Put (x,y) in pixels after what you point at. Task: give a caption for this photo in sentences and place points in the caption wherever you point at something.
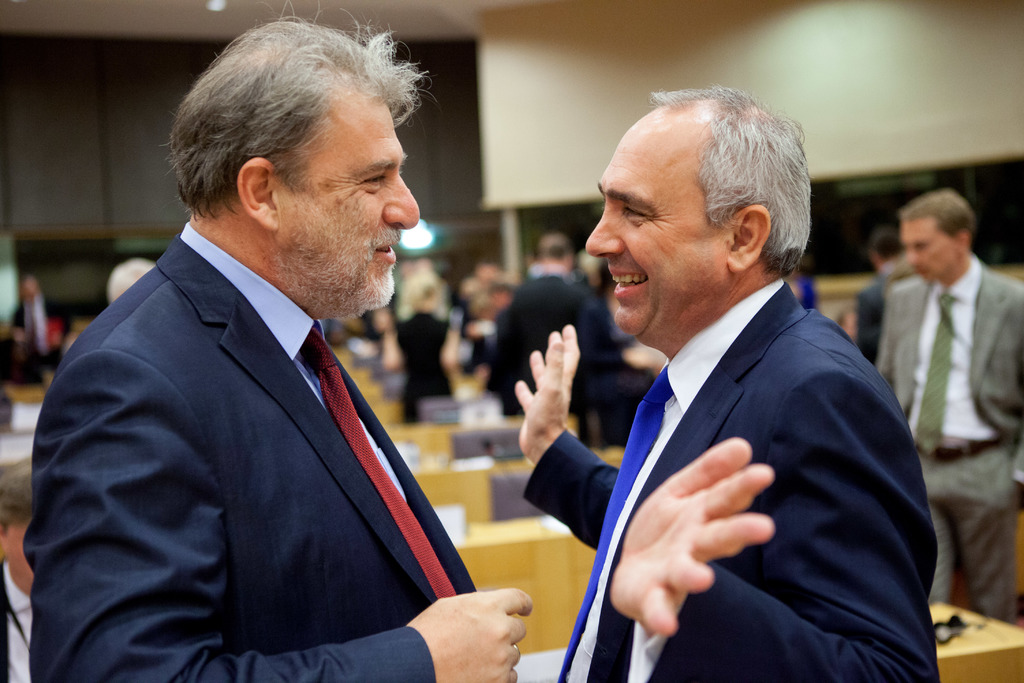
In the picture there are two men (548,413) talking to each other in the front (495,609) and behind them there are some tables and many other people (1021,304).
